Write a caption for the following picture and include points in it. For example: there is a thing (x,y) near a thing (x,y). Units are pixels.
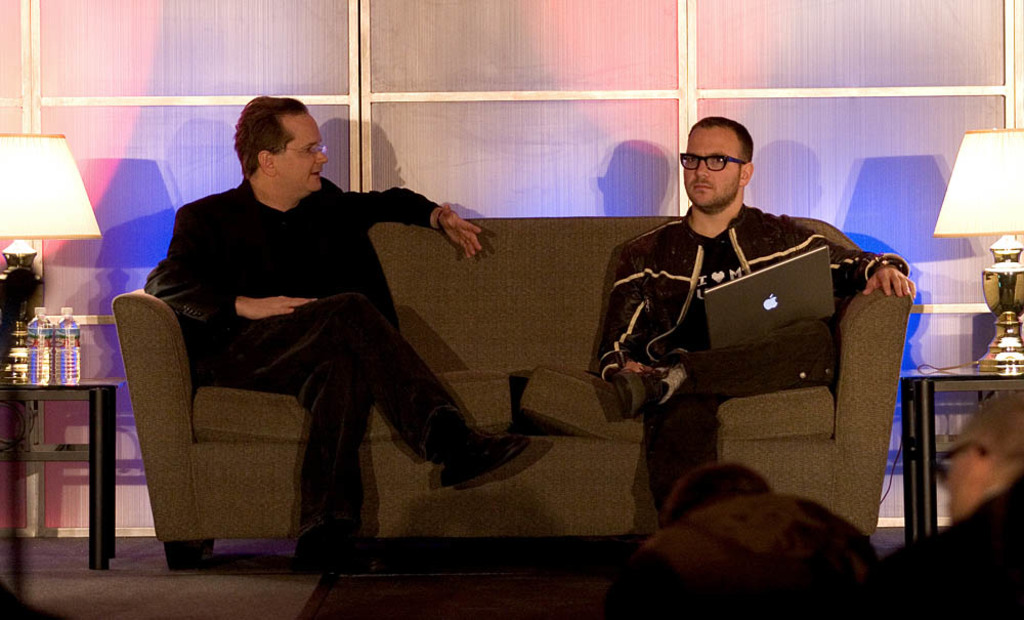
In this image, there are two person (734,132) sitting on the sofa (364,444) and talking. At the bottom (1010,430) two person (643,546) half visible. On the left (40,149), a table (100,537) is visible on which two bottles (76,364) are there and a lamp (52,229) is kept on both side. In the background (902,243) windows (483,54) are visible of glass (199,117). This image is taken inside a room (677,330).
